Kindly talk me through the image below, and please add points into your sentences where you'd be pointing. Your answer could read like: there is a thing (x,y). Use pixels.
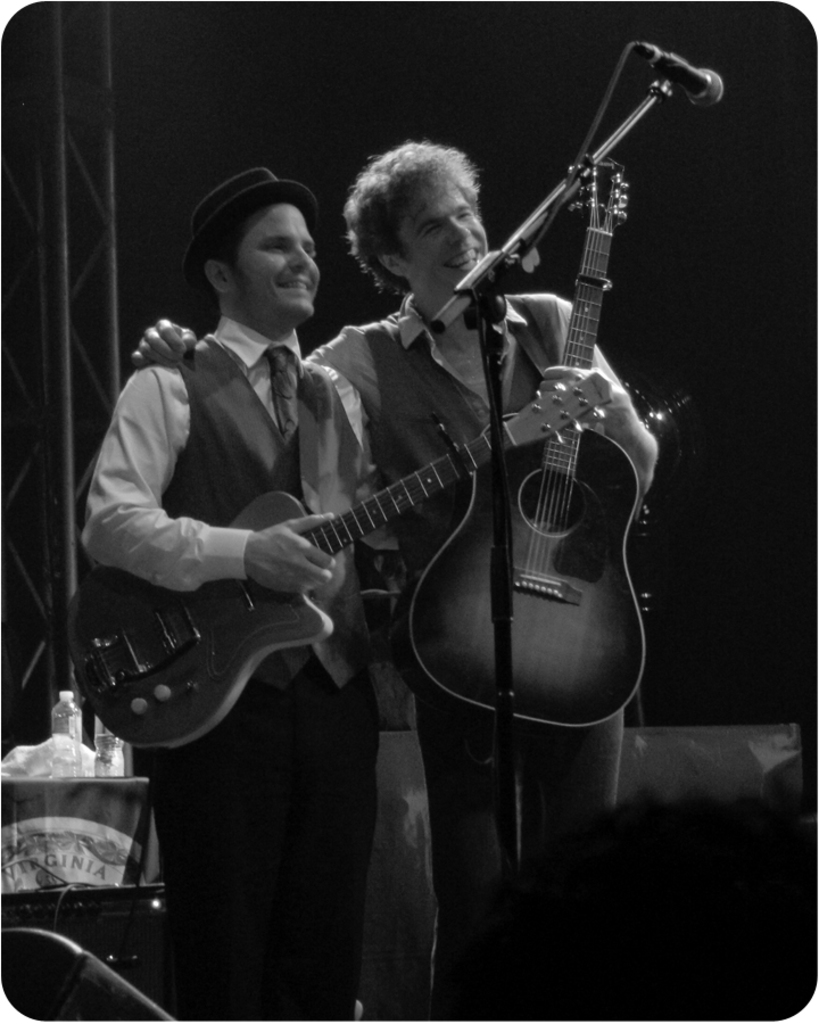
In the center of the image (436,390) there are two people (484,247) standing. They are holding guitars (254,649) in their hands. There is a mic (495,381) placed before them. In the background (137,804) there is a table (117,782). On the table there are bottles (79,763) and covers (13,759).
